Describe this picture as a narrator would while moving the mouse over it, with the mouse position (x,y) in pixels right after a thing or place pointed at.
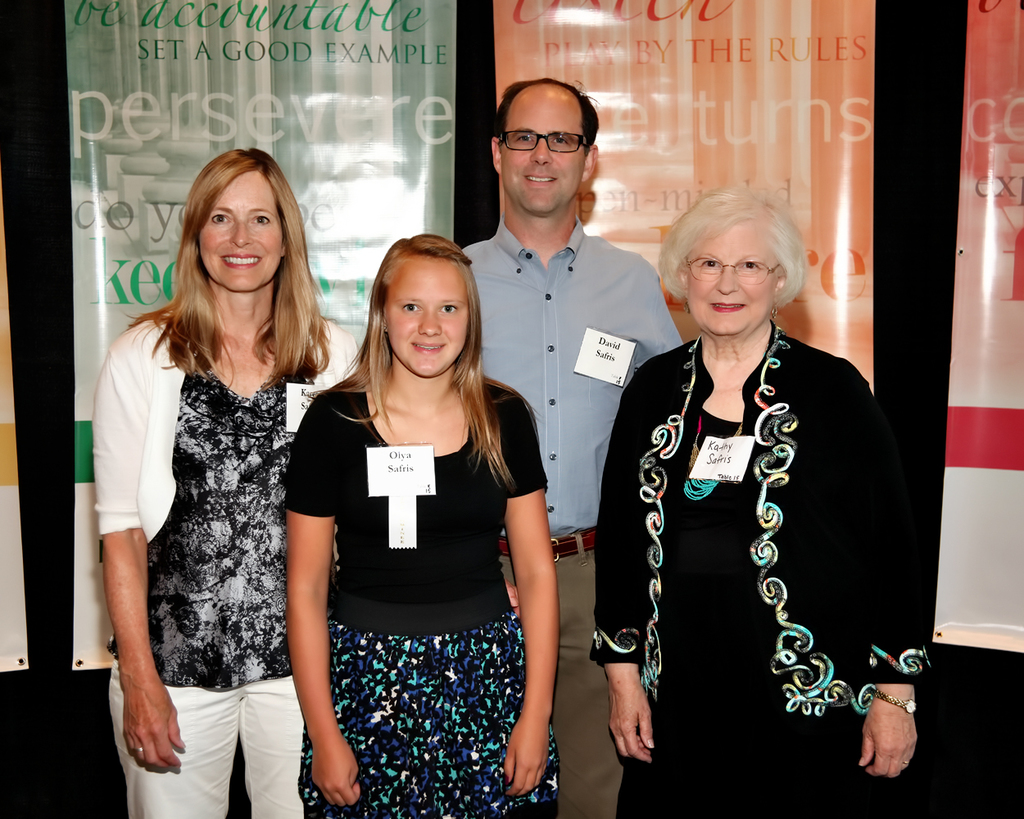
This image is taken indoors. In the background (322,136) there is a wall (32,301) and there are a few posters (74,250) with text (1015,284) on them. In the middle of the image (638,358) a man (642,310) and three women (380,545) are standing on the floor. They are with smiling faces (558,156).
